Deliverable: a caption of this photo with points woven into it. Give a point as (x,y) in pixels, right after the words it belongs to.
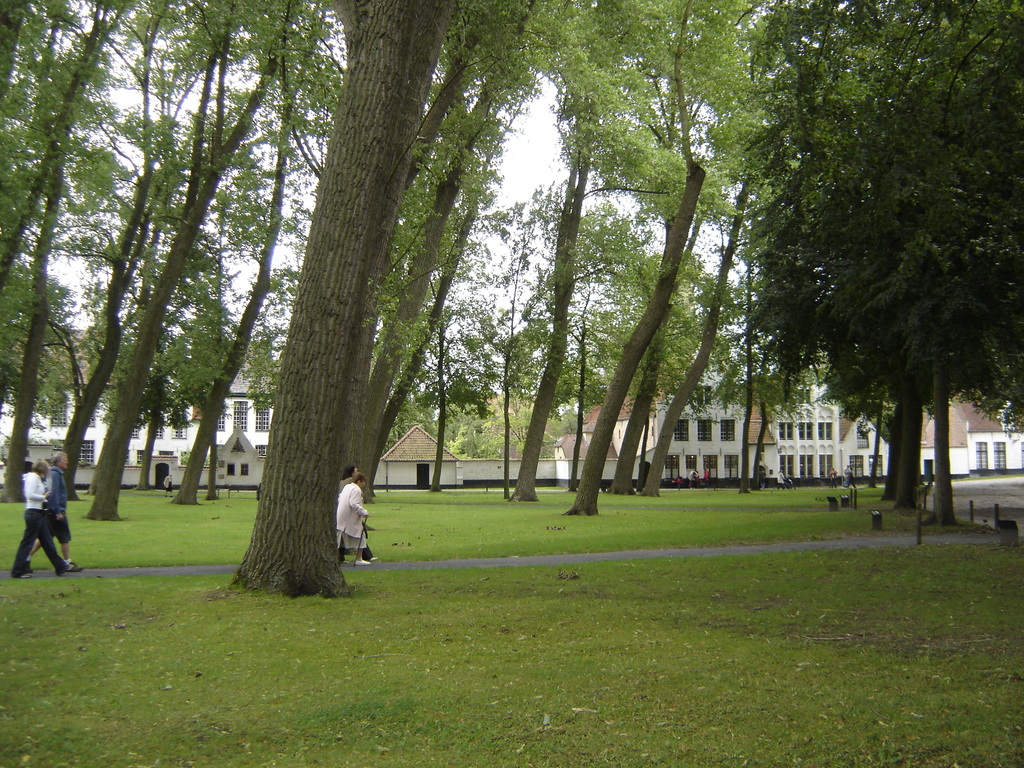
In this picture we can see grass (617,693) at the bottom (617,693), there are some trees (824,197) in the middle (618,391), we can see some people (59,490) walking on the left side (61,504), in the background (447,473) there are some buildings (775,437), we can see the sky (542,124) at the top of the picture (537,102).
